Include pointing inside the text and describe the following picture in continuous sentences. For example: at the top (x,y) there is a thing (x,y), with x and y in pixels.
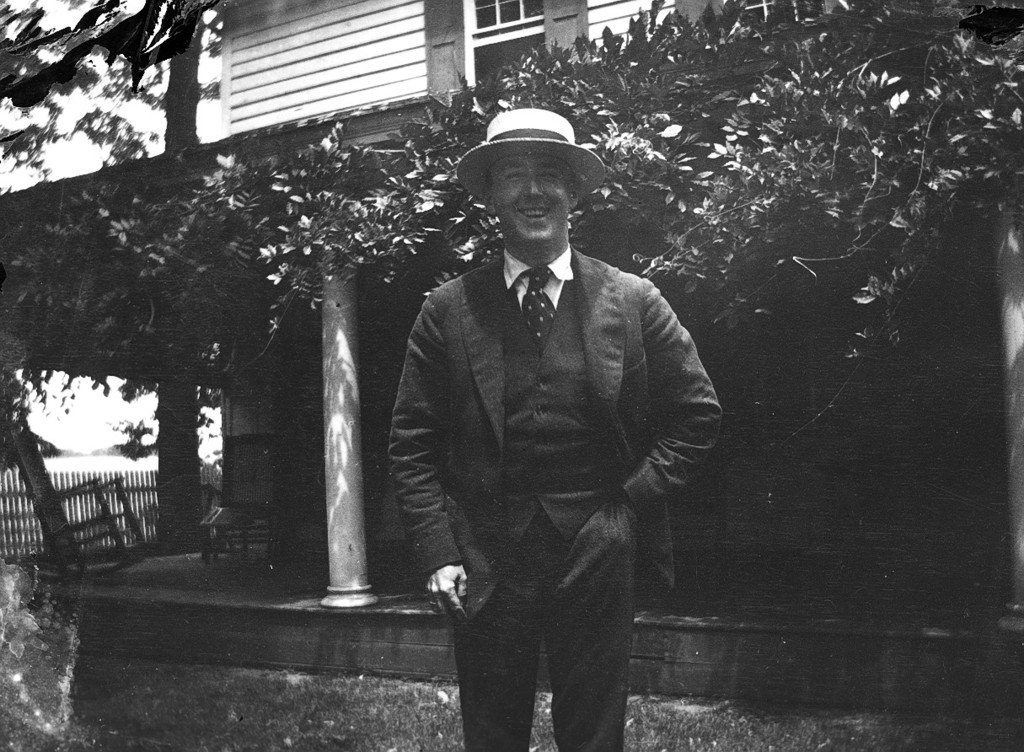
In this image I can see few trees (460,114), building (468,26), windows (481,78), few chairs (256,397), pole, fencing (143,485) and one person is standing. The image is in black and white.
